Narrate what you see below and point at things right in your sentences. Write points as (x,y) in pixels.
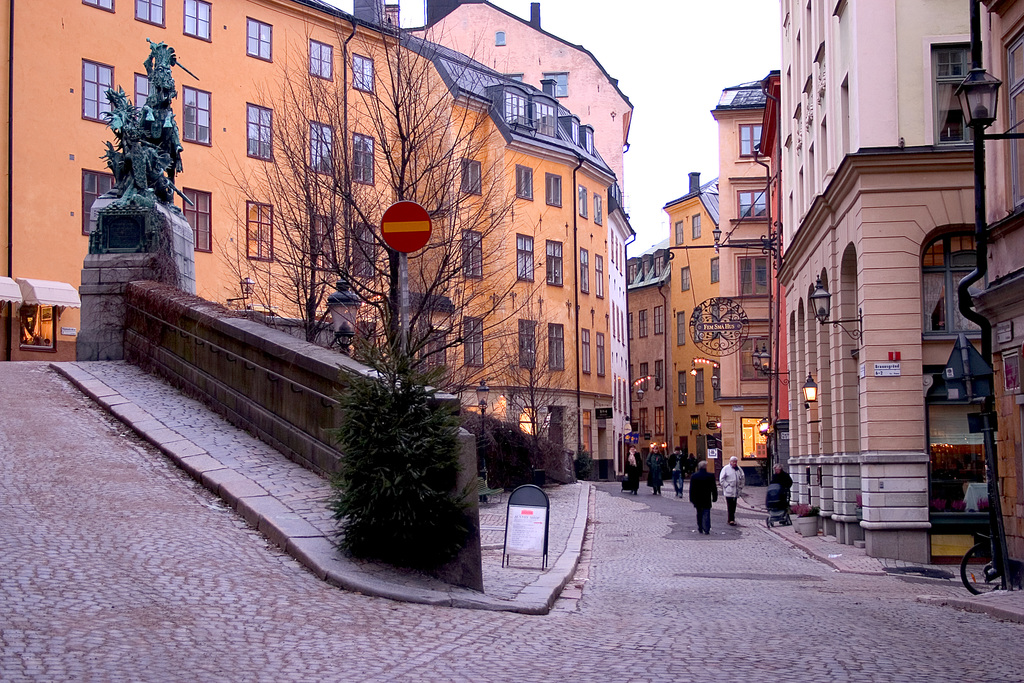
This is a picture clicked in a street (210,565). In the foreground of the picture (557,497) there are plants (491,444), trees (419,336), street lights (338,335), sculpture (146,151) and pavement (681,649). In the center of the background (693,481) there are people (678,478) walking down the road (613,492). In the background (328,163) there are buildings (707,188), street lights (825,321) and windows (581,262). Sky (675,89) is cloudy.
